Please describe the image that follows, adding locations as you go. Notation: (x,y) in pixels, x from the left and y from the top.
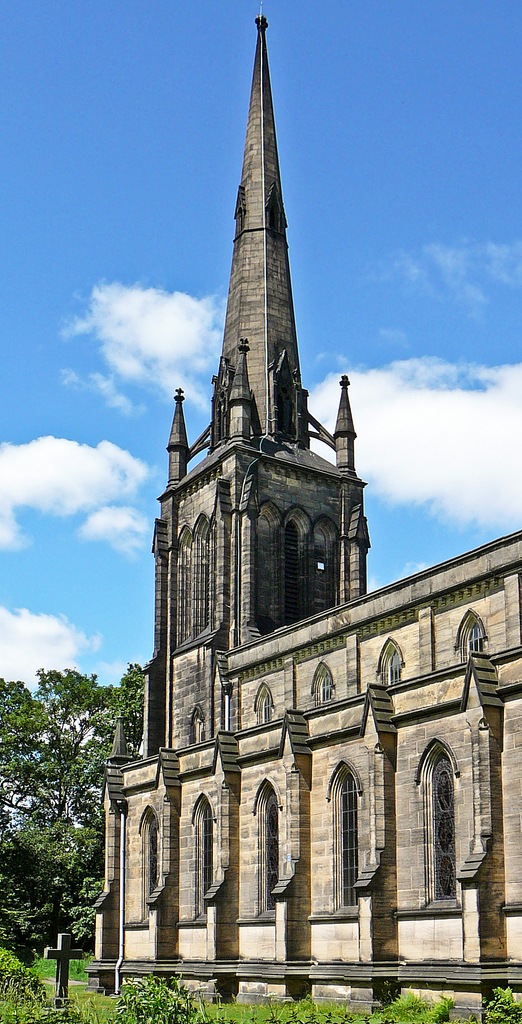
In this picture we can see a cross (64,990), plants (89,992), trees (30,829), building (239,840) with windows (448,857) and in the background (157,250) we can see the sky (110,409) with clouds (374,383).
